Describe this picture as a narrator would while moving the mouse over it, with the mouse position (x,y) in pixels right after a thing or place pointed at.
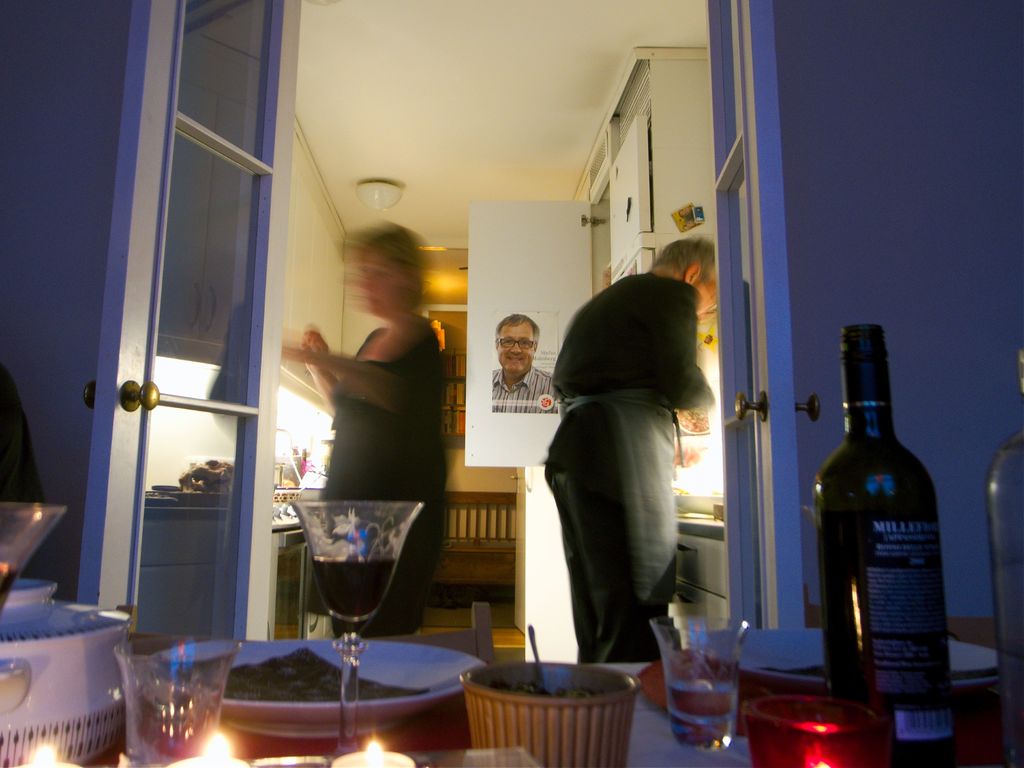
In this image i can see 2 persons (429,427) standing and few objects (310,662) in the foreground (891,633). In the background (481,128) i can see the roof (484,119) of the building (472,131) and a door (532,271) and a refrigerator (519,268).
